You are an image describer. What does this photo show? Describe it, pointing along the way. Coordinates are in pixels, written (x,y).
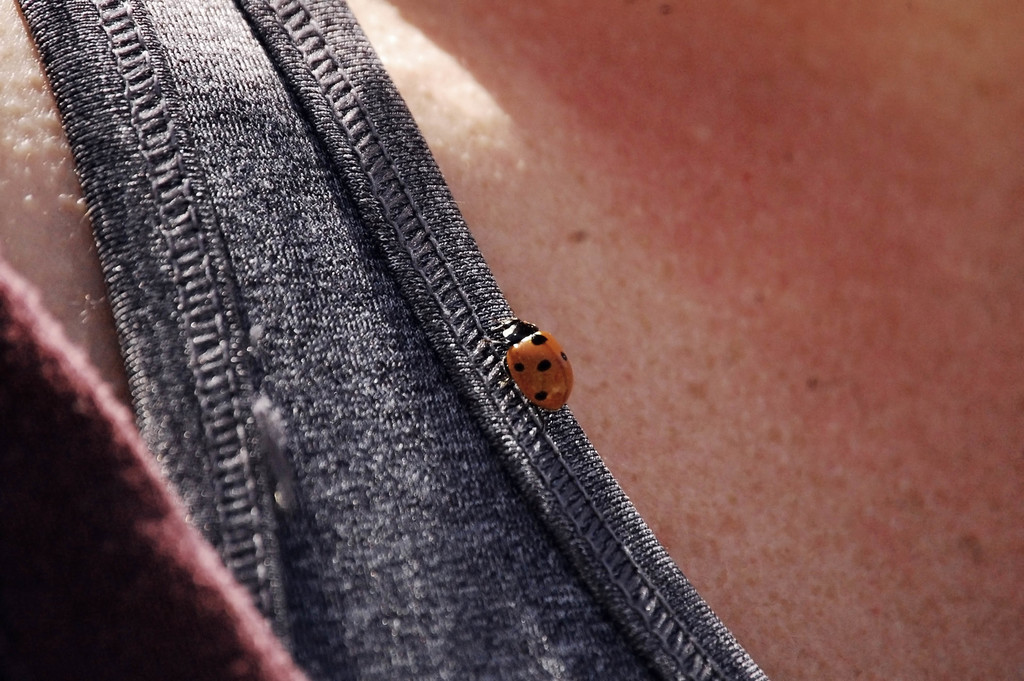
In this picture we can see a bug (535,338) on a cloth (563,406).
